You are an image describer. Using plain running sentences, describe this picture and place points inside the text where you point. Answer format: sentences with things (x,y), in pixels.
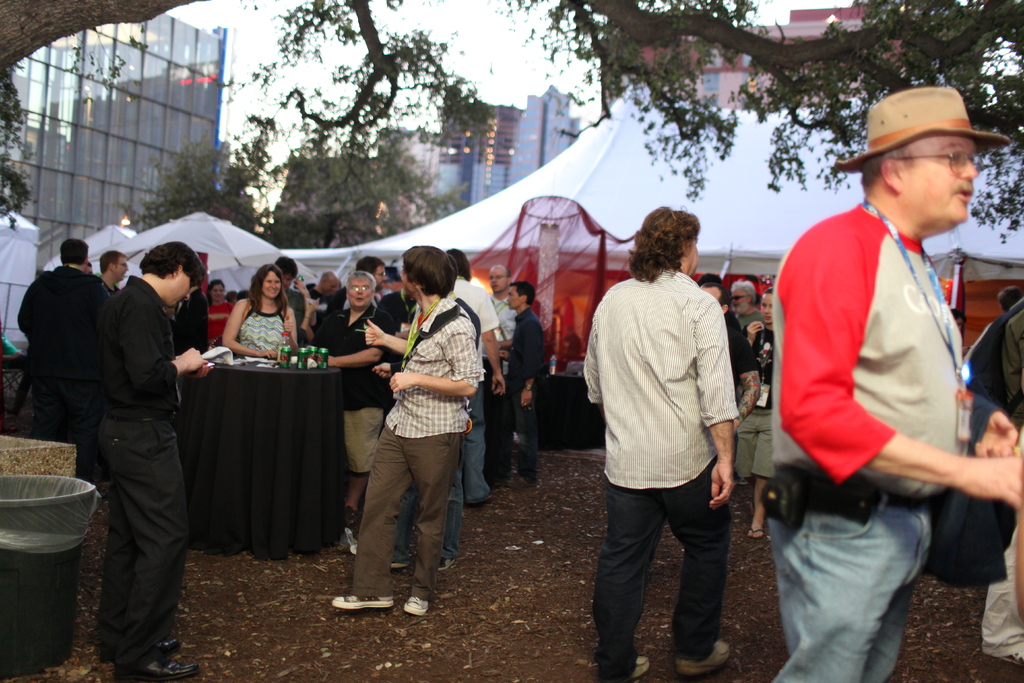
In this picture on the right side (963,476), we can see a man (951,329) wearing a hat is standing on the land (923,665). On the right side (977,586), we can also see a group of people (1011,364). In the middle of the image (628,443), we can see few people (616,449) are walking on the land (736,570) and few people (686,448) are standing. On the left side (66,323), we can see a group of people (50,349) and a table (306,398). On that table (308,396), we can see black color cloth (318,385) and some bottles (290,349), paper (231,351). On the left side (85,519), we can also see a dustbin (39,490). In the background (179,218), we can see some plants (184,204), trees (731,126), buildings (483,151). At the top (449,64), we can see a sky (499,57), at the bottom (443,629), we can see a land (474,562) with some stones (456,568).
